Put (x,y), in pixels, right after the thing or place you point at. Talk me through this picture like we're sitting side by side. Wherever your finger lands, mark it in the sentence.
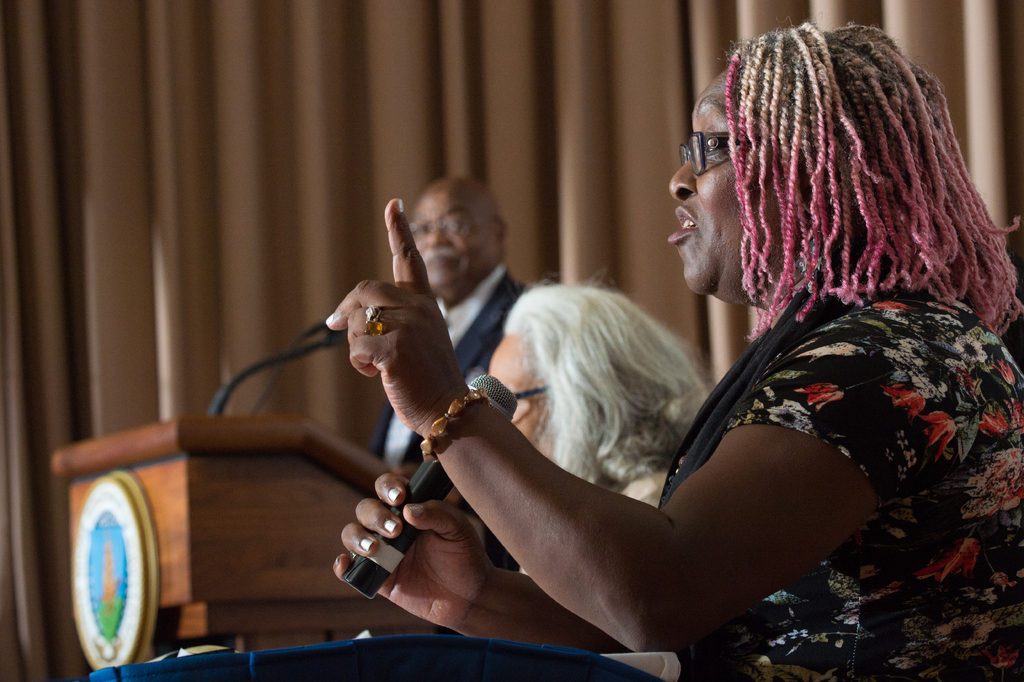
A woman (1002,675) is talking in the microphone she wears a specs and a dress (763,423) on the left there is a Man (476,361) Standing near the podium (339,543) and it's a curtain (216,231).
